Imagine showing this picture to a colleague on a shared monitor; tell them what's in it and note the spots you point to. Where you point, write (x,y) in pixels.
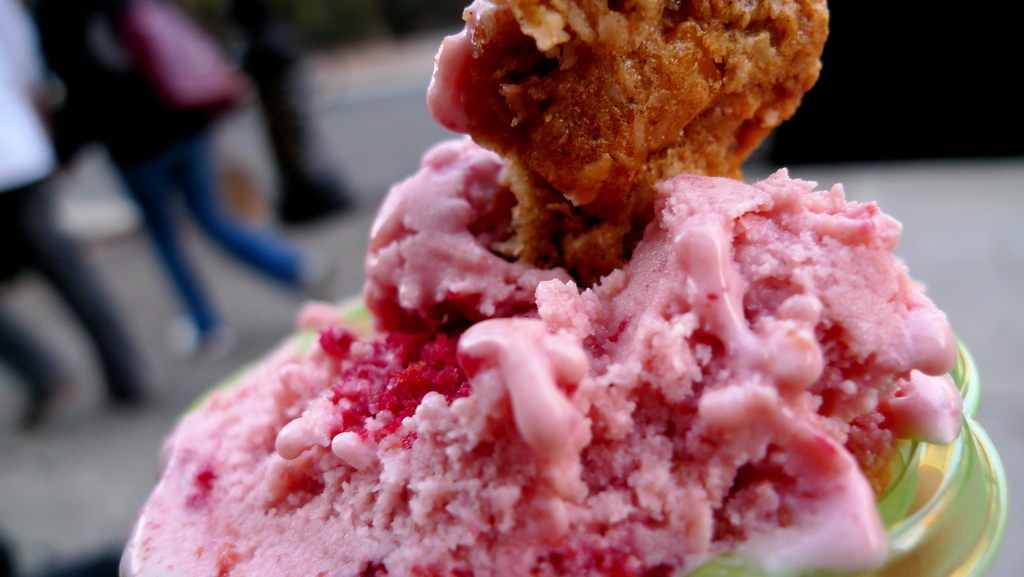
In this picture I can see food (585,310).
